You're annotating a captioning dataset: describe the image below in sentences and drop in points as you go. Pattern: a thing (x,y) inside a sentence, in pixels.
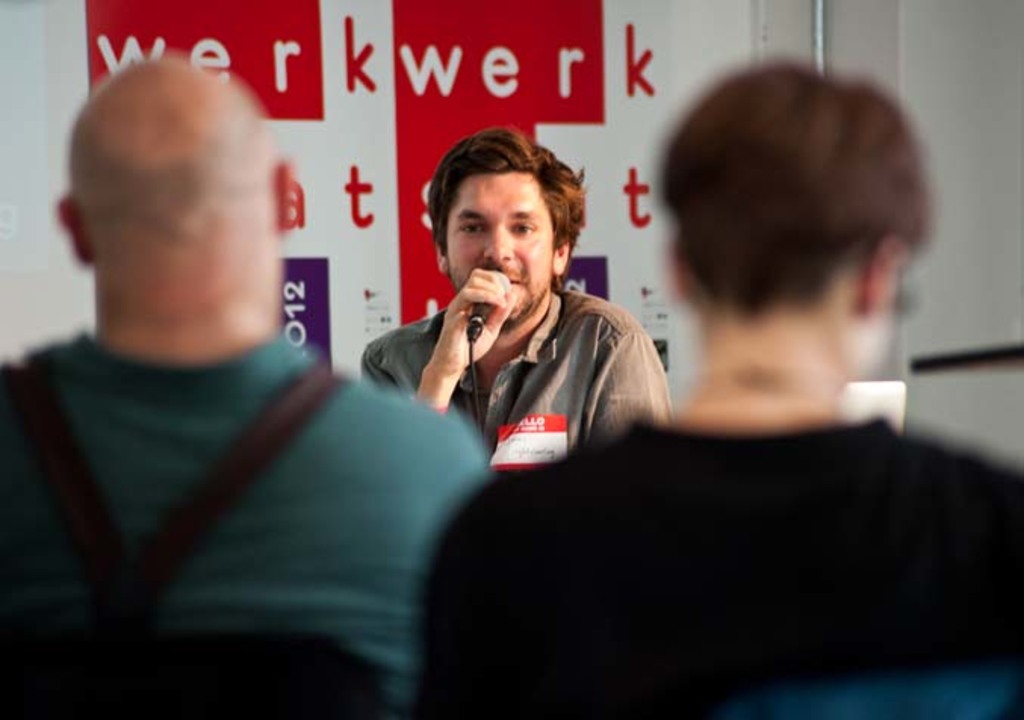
In the foreground of the picture (441,420) there are two persons (404,469), it is blurred. In the center of the picture (467,325) there is a person (504,263) holding mic (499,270). In the background (540,88) there are banner (477,65), wall (769,42), pipe (823,44) and other objects (879,391).
